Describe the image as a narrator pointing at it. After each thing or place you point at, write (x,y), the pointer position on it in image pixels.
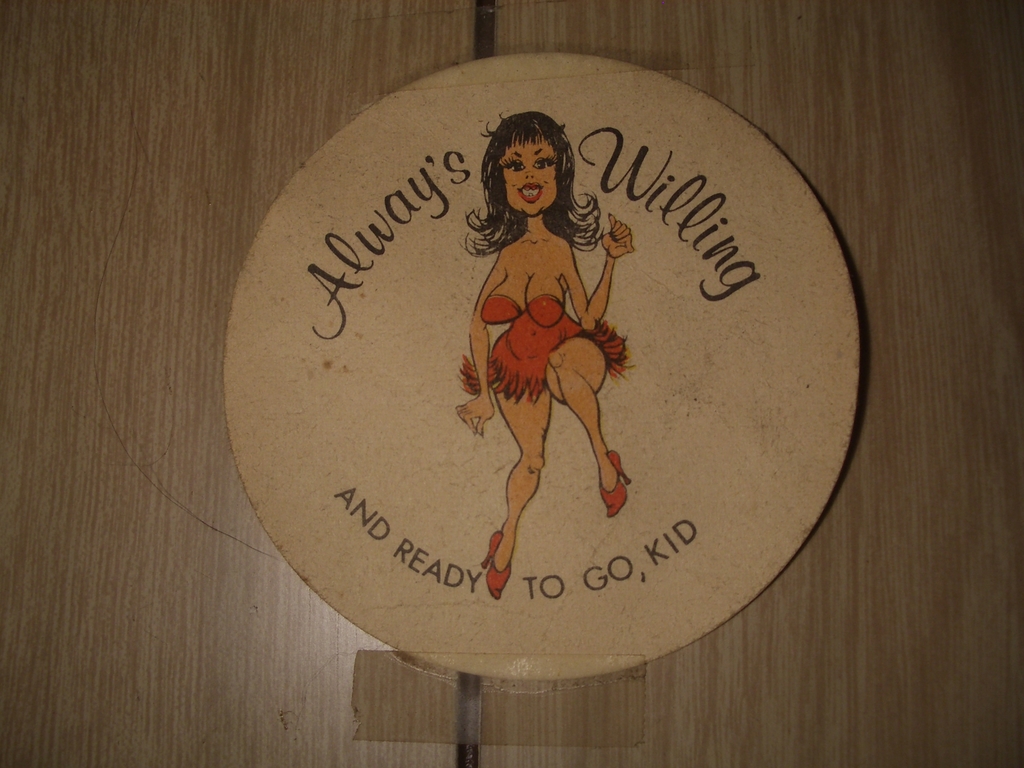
In this image in the center (627,504) there is a board (701,379), on the board (701,379) there is text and depiction of a woman (557,336) and in the background (258,196) there are wooden board (950,285).
